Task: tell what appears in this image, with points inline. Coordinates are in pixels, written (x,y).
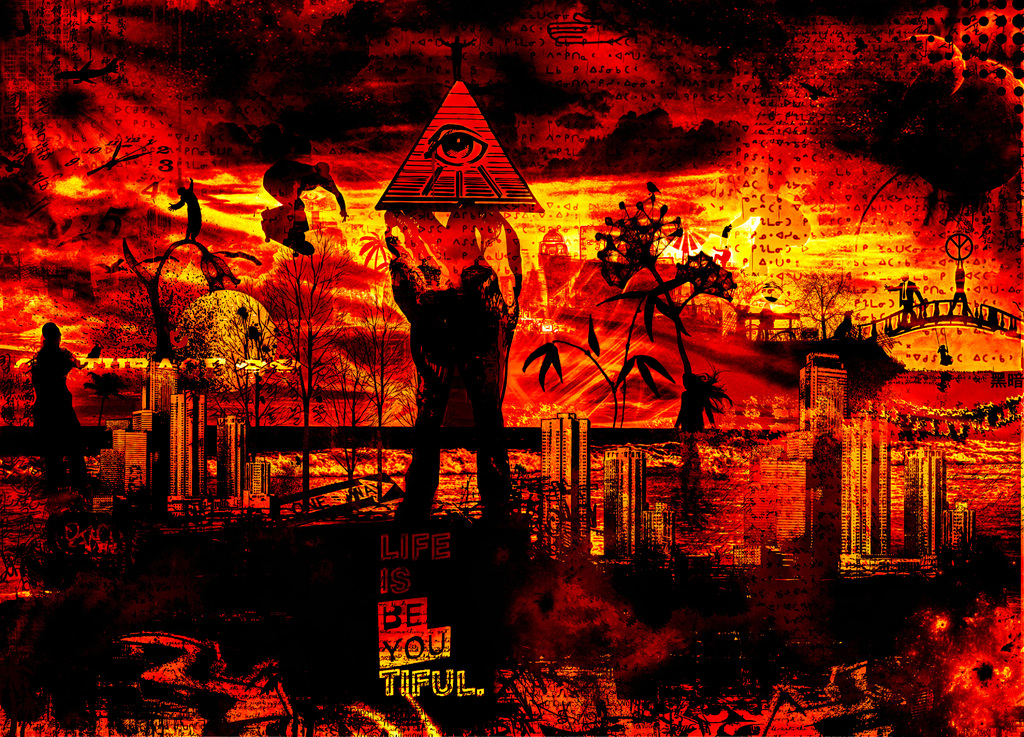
In this image I can see a board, trees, buildings (179,496), bridge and person (189,217). The image is in red, black and yellow color.
